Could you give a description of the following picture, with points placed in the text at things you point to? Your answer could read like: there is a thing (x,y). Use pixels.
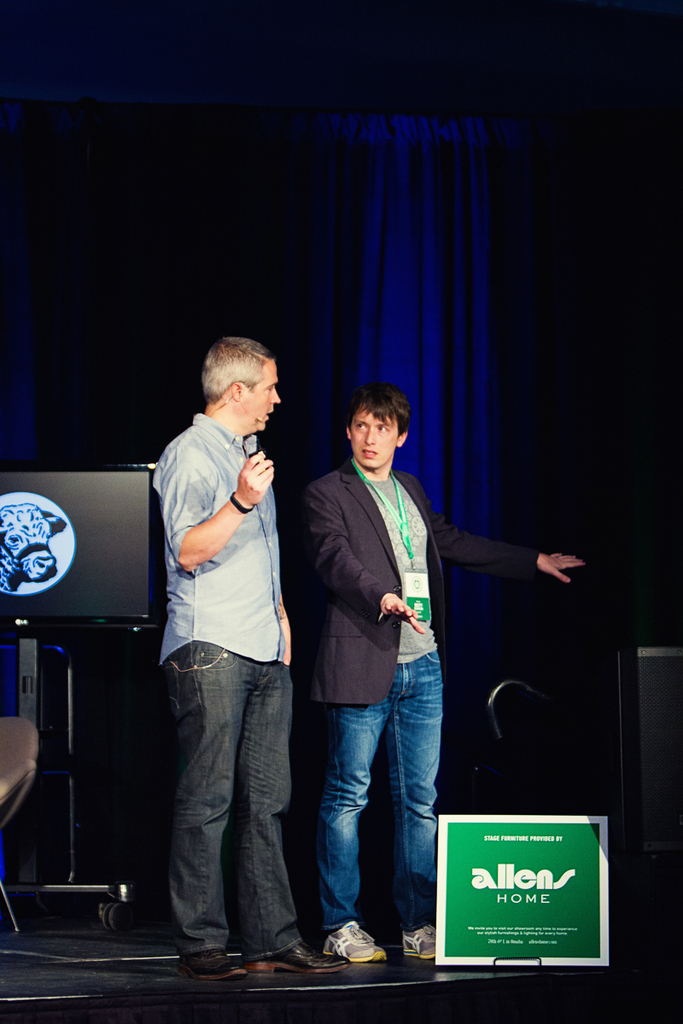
In this image we can see two men (332,688) standing on the stage (209,985). We can also see a television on a stand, a board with some text (504,838) on it and a curtain (121,432).
